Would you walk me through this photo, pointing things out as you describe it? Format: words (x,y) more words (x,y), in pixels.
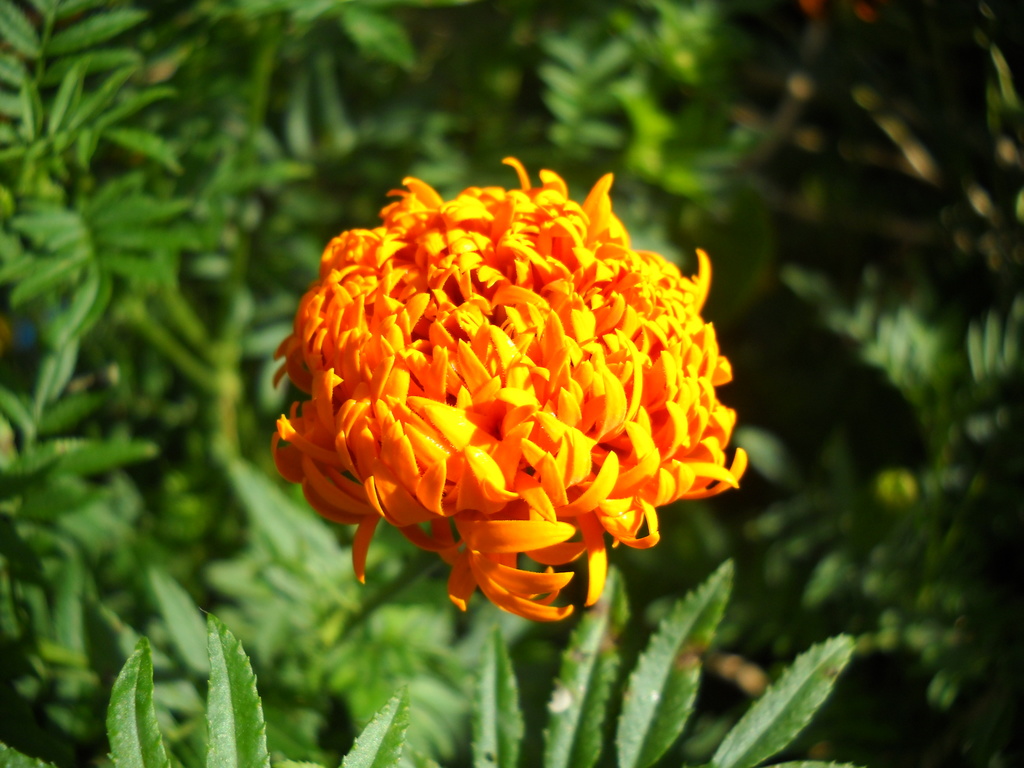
In this image there is a plant (527,431) having a flower (511,442). Background (399,661) there are few plants (11,96) having leaves (598,8).
